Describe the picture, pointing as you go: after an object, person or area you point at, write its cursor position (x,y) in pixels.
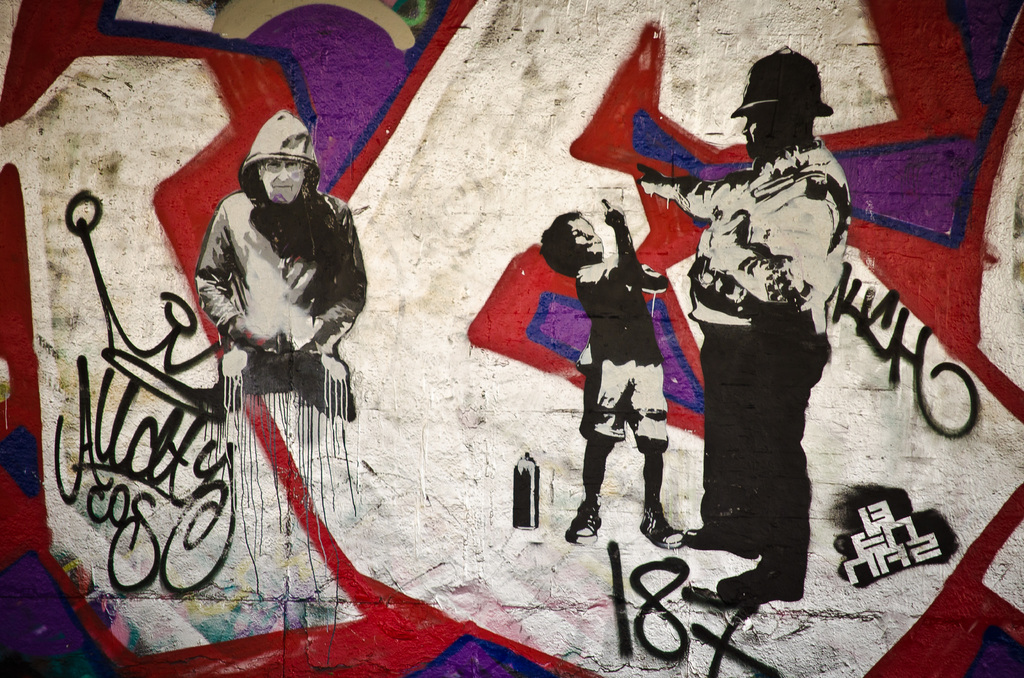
In the picture there are some paintings (594,302) of human beings (645,310) and also different signs (118,461) on a wall (429,207).
